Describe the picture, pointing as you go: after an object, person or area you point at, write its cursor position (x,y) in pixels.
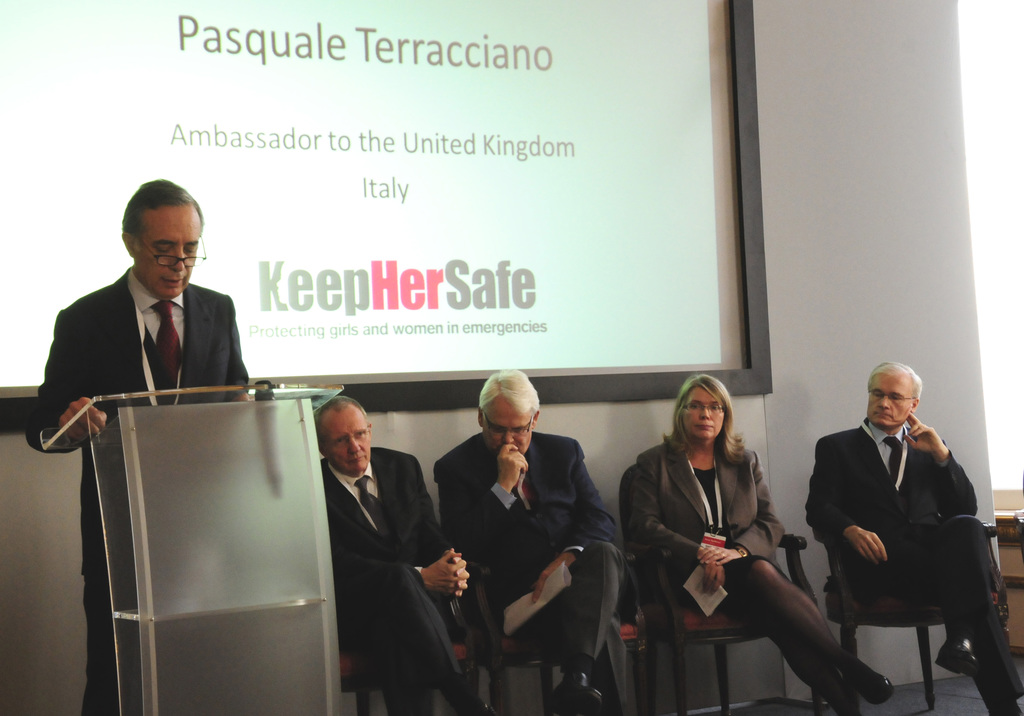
In this image there is a person (162,203) standing in front of the dais (207,476). Beside him there are four people (974,572) sitting on the chairs (748,604). In the background of the image (618,183) there is a screen (562,337) on the wall (647,404).
